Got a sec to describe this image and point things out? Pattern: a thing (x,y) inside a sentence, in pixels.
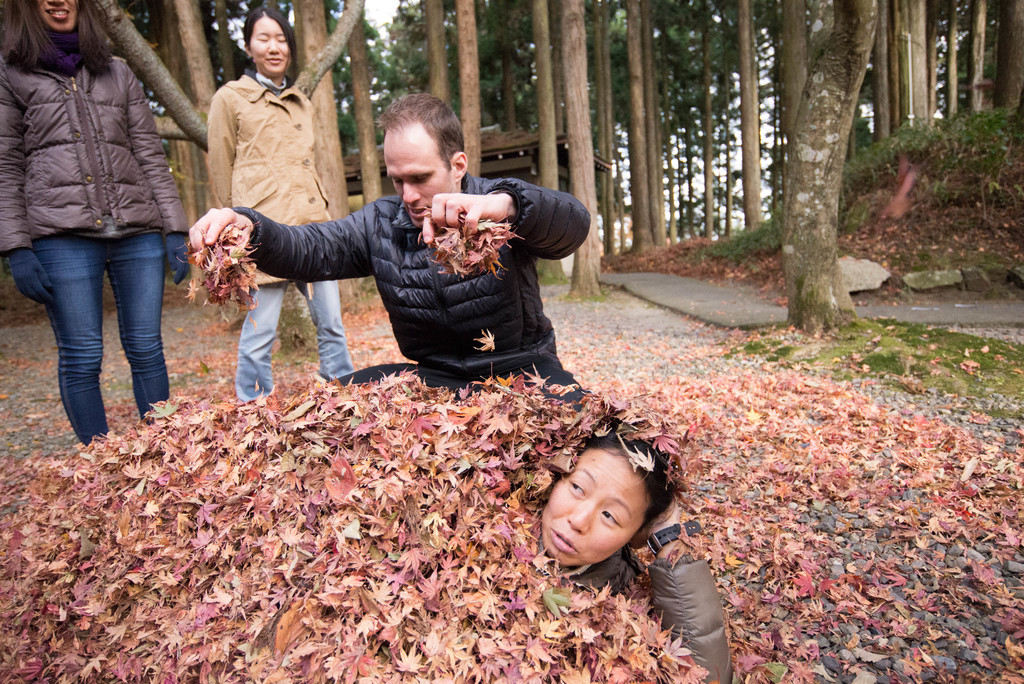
In this image a person (628,524) is lying on the land (749,581). She is covered with leaves (331,494). Behind a person (423,329) is holding few dried leaves (440,229) in his hand (425,234). Left side two women (156,147) are standing on the land (174,355). Background there are few trees (683,110). Right side there is a road (730,324).
